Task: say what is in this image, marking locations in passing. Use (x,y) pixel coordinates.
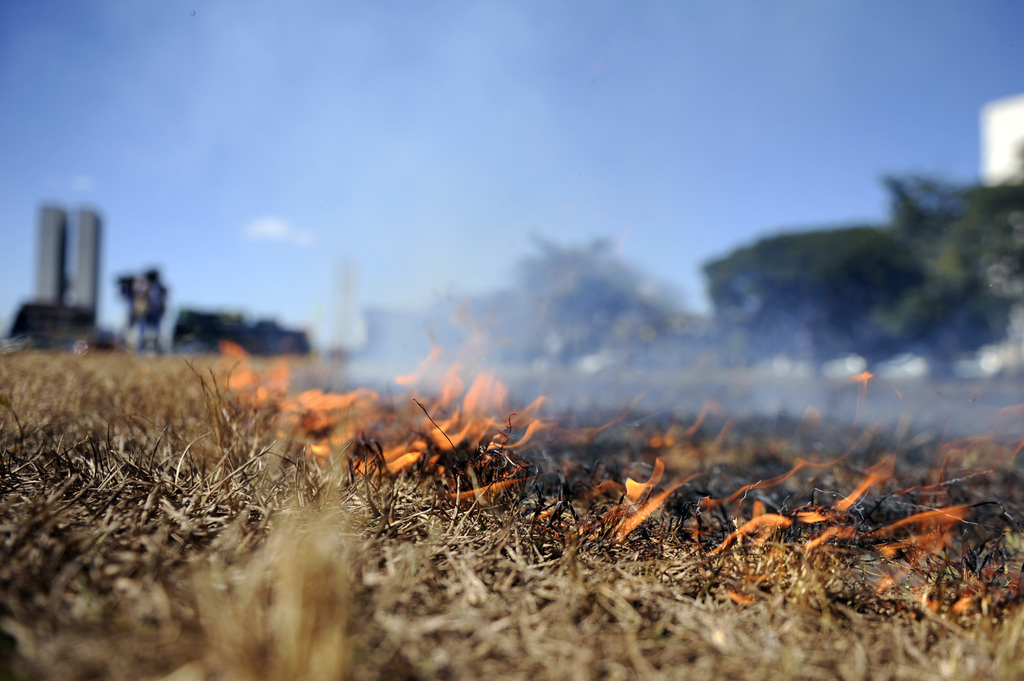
This picture is clicked outside the city. In the foreground (179,569) we can see the dry stems (453,541) and the flame (349,397). The background of the image (668,97) is blur and we can see the sky (221,119), trees (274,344), buildings (52,241) and some other objects (235,327) in the background (49,254).
